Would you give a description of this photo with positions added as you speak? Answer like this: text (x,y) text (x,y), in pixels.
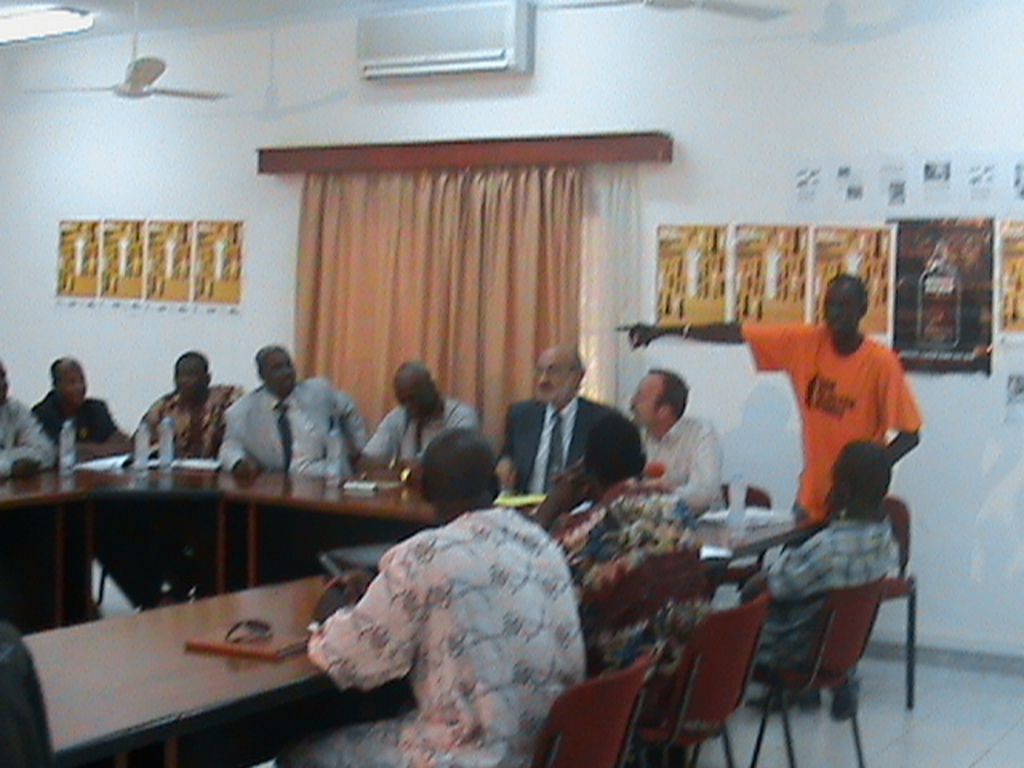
There are group of persons (252,425) in different color dresses (184,421) sitting on chairs (741,619), around a table (143,666), on which, there are bottles (72,456), books (87,465) and other objects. On the right side (859,398), there is a person (855,390) in orange color t-shirt (840,365), standing near a chair (898,597), on the white color floor (903,724). In the background (957,270), there posters (817,239) on the white color wall (878,187), near a curtain (485,203), an AC (462,16), a fan (171,94) and a light (36,14) on the roof (98,13).
